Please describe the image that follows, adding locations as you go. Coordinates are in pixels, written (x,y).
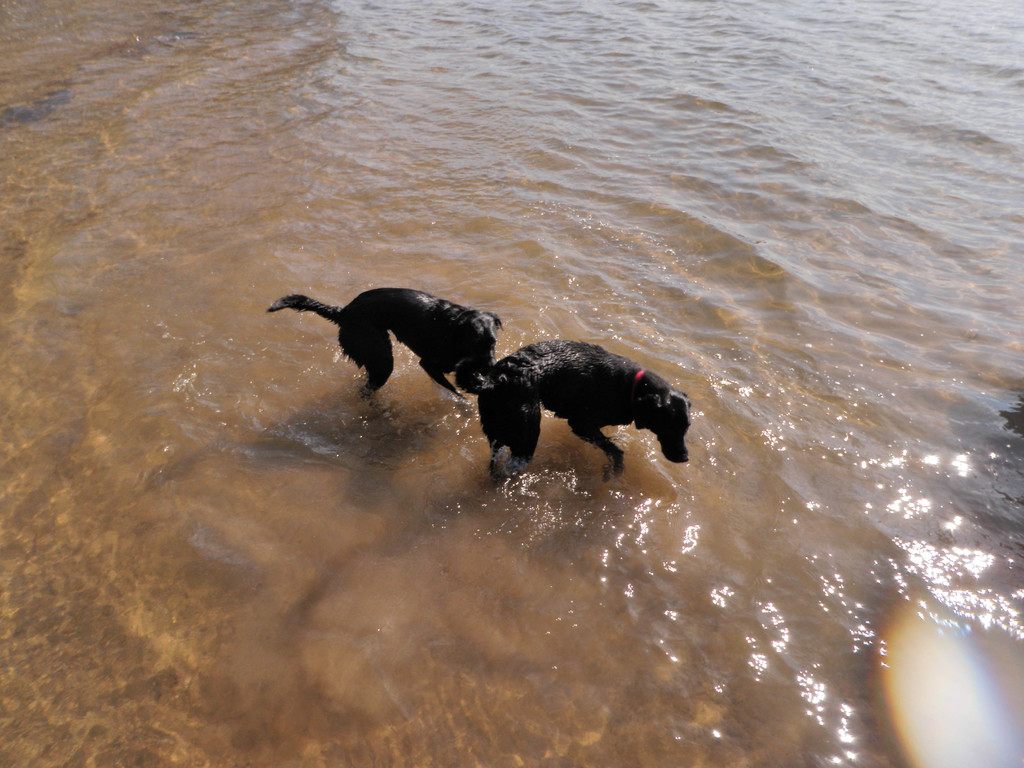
In this image we can see two dogs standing in water (364,386).
